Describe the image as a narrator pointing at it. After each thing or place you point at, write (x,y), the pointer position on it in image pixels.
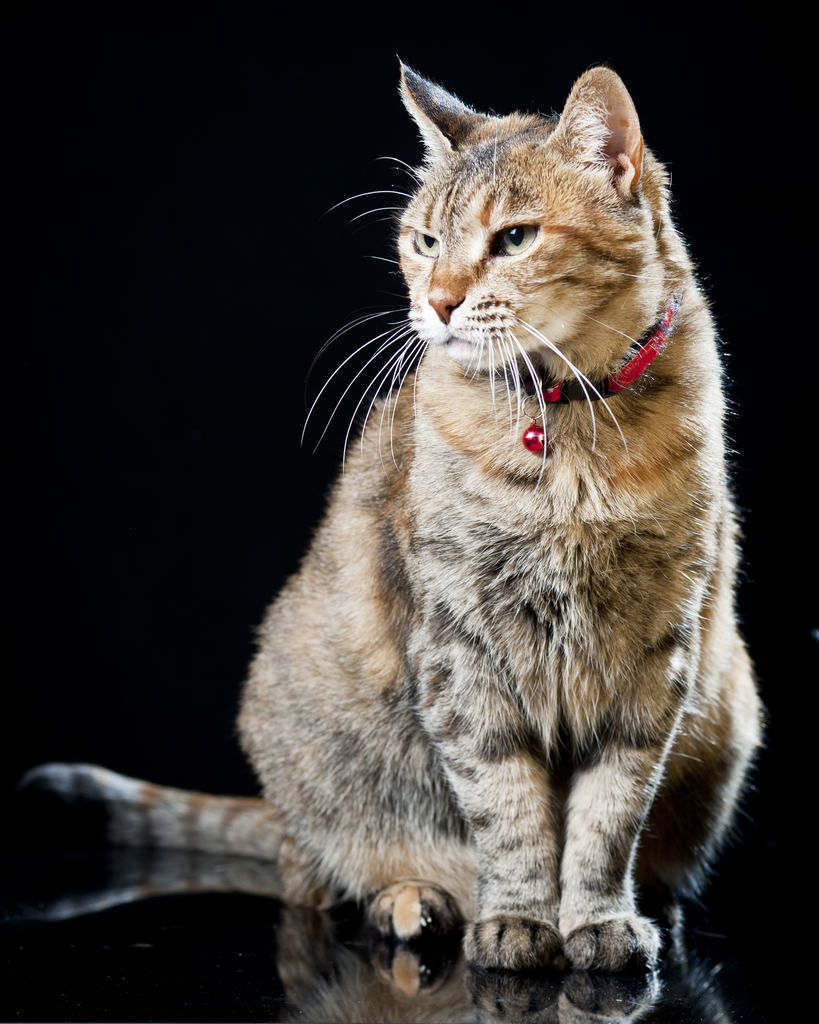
Here we can see a cat (508,941). On this glass (240,1003) there is a reflection (306,911) of the cat (286,898). Background (136,209) it is dark.
